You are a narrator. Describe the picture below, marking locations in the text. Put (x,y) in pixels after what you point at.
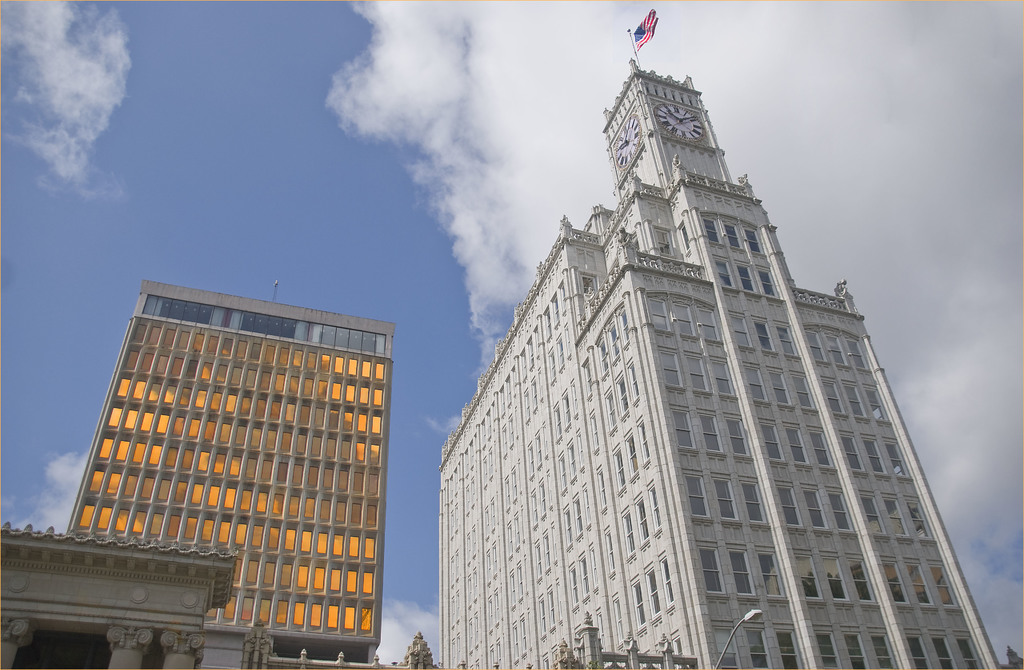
In this picture I can see few buildings (598,421), where I can see 2 clocks (665,113) and a flag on the white building (704,369). On the bottom side of this picture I can see a light pole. In the background (401,285) I can see the sky (521,127) which is a bit cloudy.
